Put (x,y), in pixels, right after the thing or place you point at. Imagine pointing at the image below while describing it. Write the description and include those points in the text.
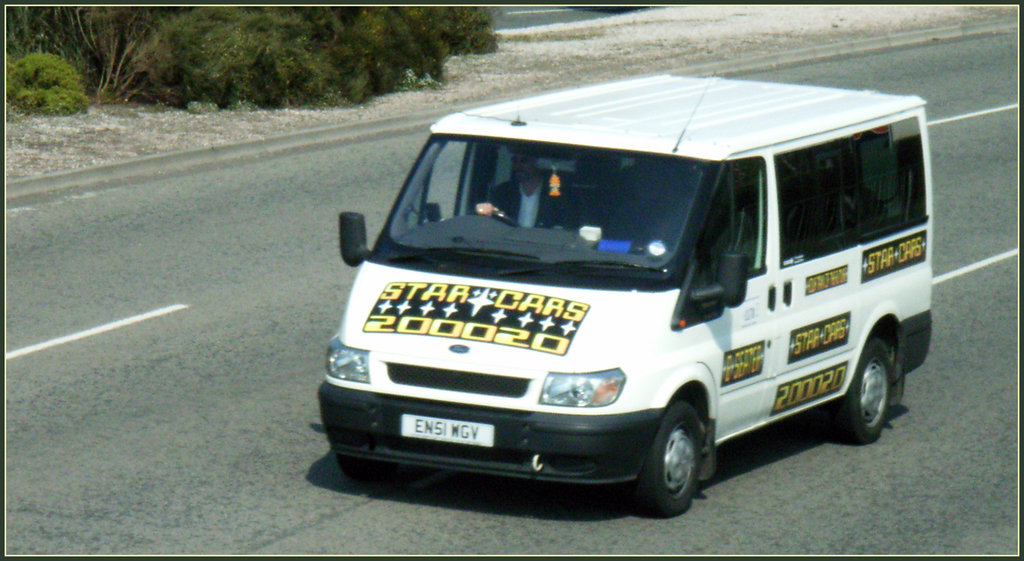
In this image, we can see a person (525,186) inside the vehicle (618,205) which is on the road (737,496). There are some plants (152,54) in the top left of the image (178,71).
